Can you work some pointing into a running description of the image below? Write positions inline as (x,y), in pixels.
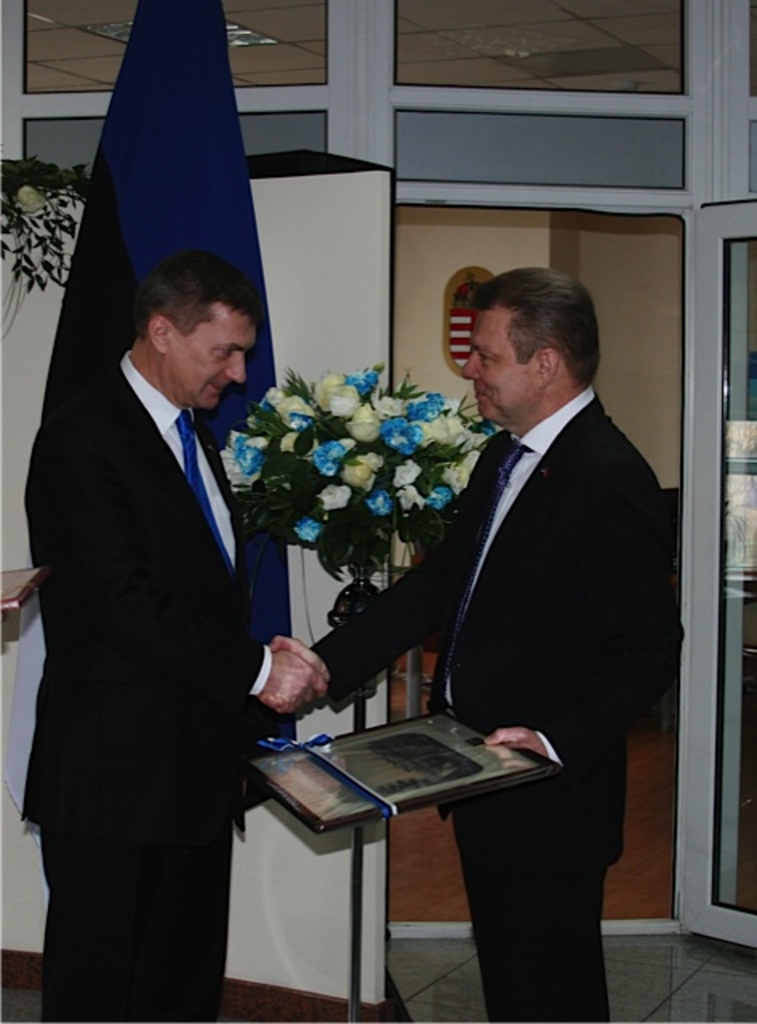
In the image we can see there are two men (589,526) who are standing and they are shaking hands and at the back (370,484) there is a bouquet (400,425) and a flag (197,79).
